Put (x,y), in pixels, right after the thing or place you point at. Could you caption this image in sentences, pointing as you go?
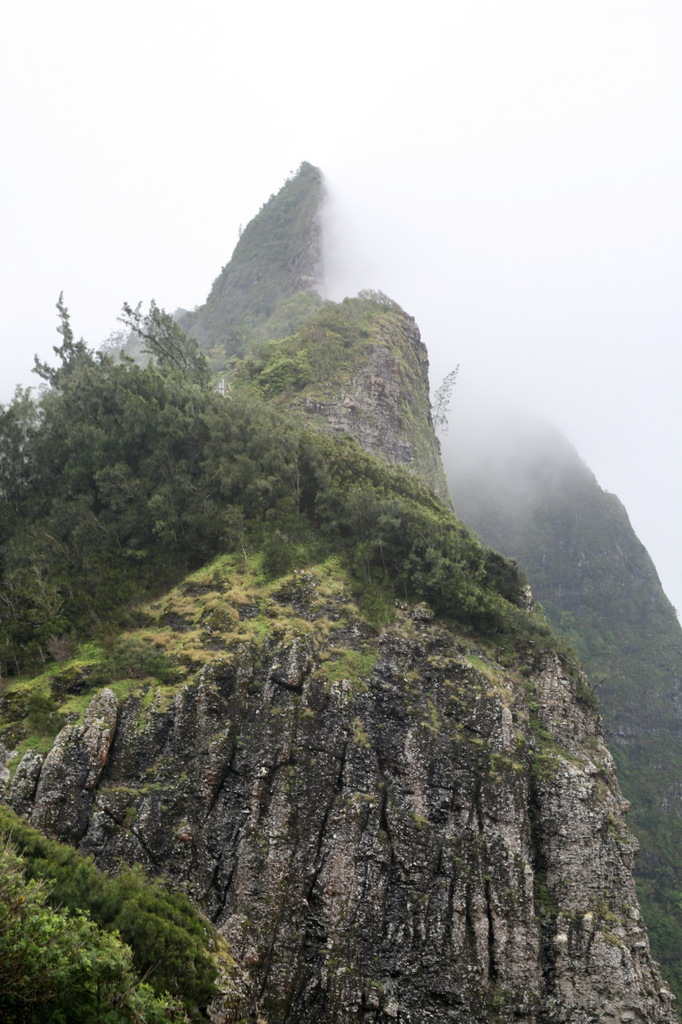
In this image I can see few mountains (385,639), some grass (320,655), few trees (149,924) and in the background (170,242) I can see the sky (236,160) and the fog (465,417).
